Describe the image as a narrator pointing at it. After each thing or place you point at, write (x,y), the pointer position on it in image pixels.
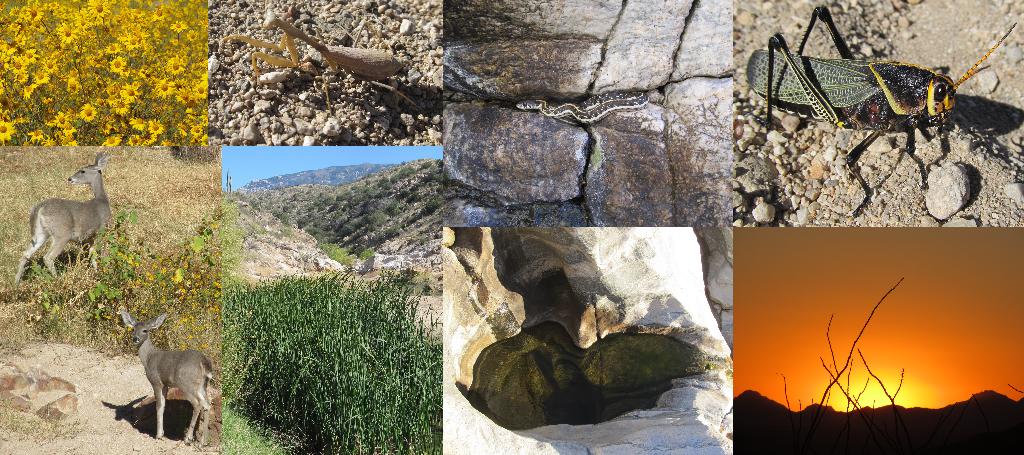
This is an edited and made as collage image. In this images I can see animals (82,236), insects (361,75) and snake (587,110) and also sun flowers (112,51) and plants (332,350).
